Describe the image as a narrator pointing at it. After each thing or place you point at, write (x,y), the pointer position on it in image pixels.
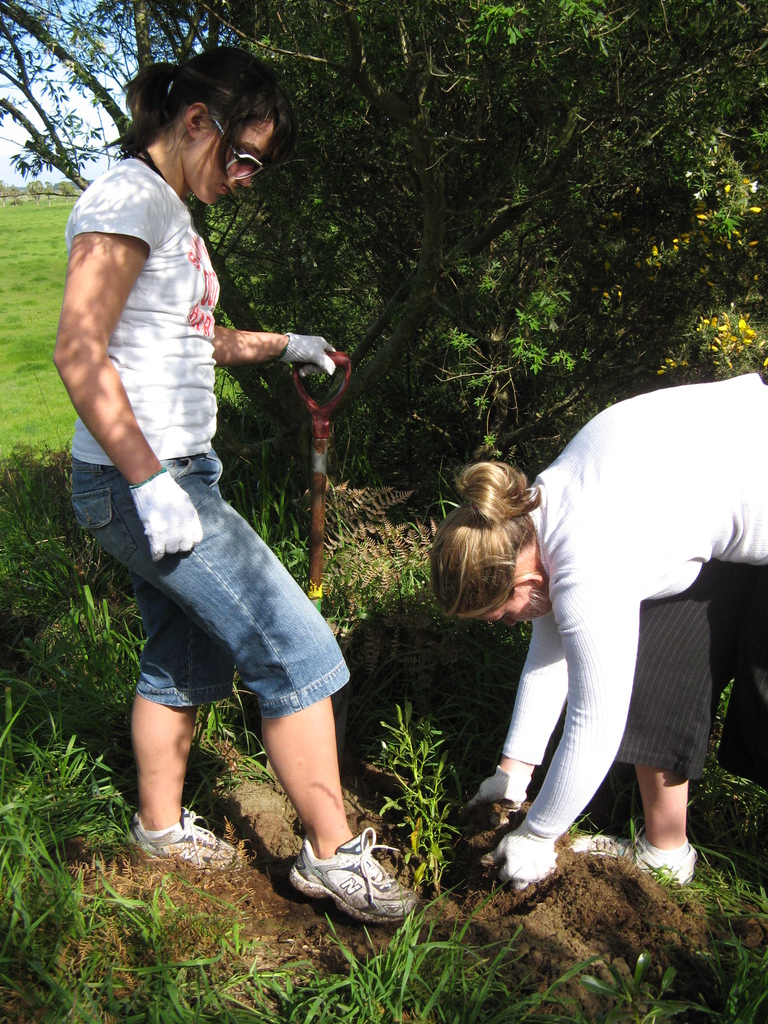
In this picture there are two girls (204,257) on the right (554,476) and left side of the image (135,192), it seems to be they are digging and there is greenery (300,573) around the area of the image.
